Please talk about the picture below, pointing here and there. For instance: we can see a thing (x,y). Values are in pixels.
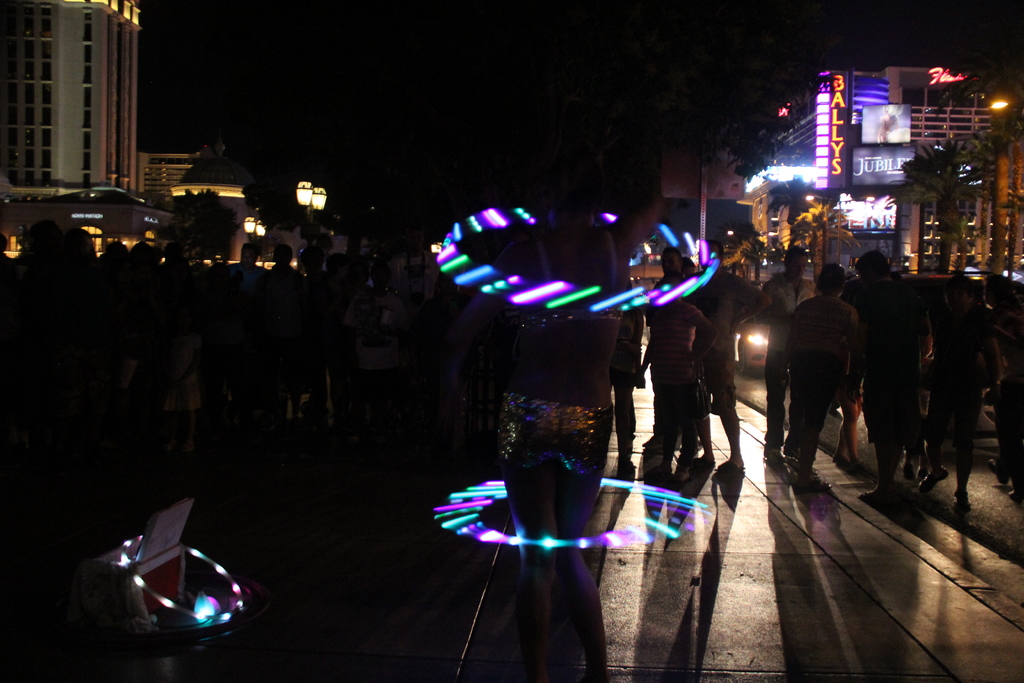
In this picture we can see a person (573,437) is playing with light objects (565,541). In front of the person (552,345) there is a group of people (123,374) standing. Behind the people (674,335) there is a vehicle (750,329), buildings (73,110), trees (915,172), poles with lights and on the buildings (847,147) there are hoardings (862,155) and a name board (819,172). Behind the buildings (127,121) there is the dark background (460,79).
